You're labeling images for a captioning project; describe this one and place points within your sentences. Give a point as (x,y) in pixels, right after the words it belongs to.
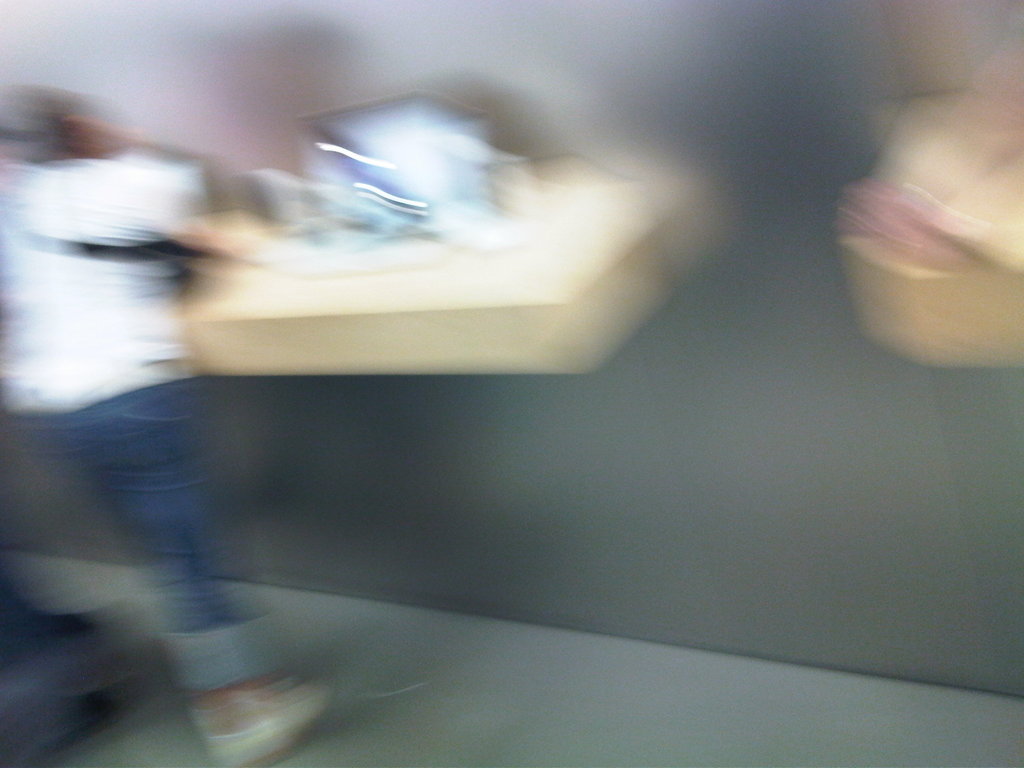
This image is blurred. On the left side (56,390) there is a person (13,277). And on the wall (724,271) there are some objects (891,308).
